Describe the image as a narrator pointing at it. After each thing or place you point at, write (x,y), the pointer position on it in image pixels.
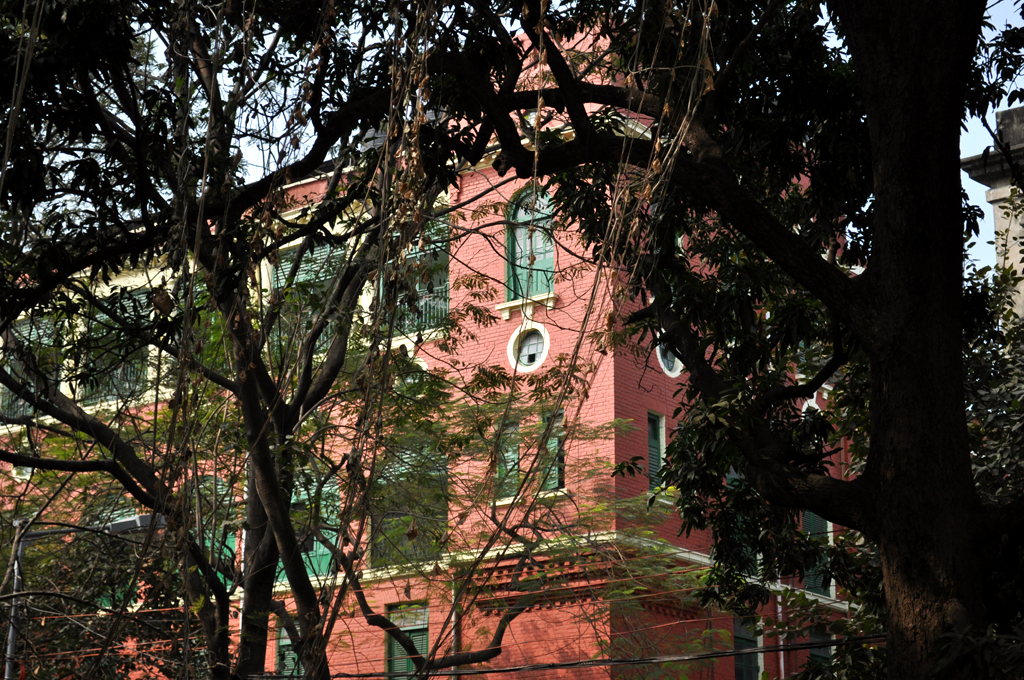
In this image there is a building (511,298) in the middle (511,300). In front of the building (404,317) there are trees (381,163) which are covering the view of the building (537,316). There are windows (517,286) with the shutters (543,273) to the building (493,286).
